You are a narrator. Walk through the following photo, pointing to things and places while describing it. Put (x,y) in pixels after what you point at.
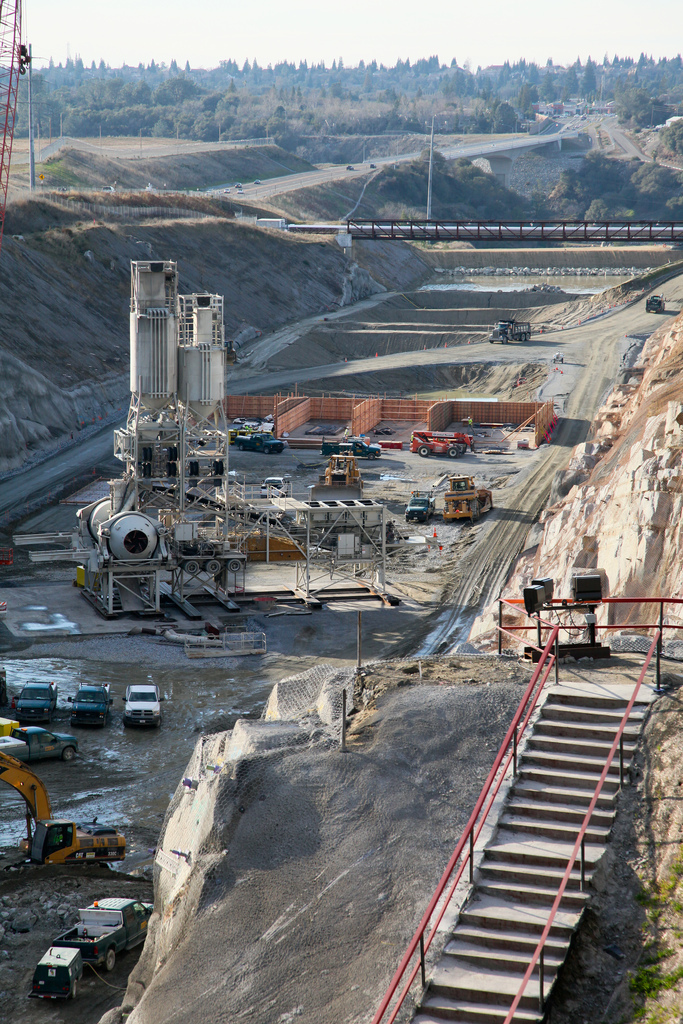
In the foreground (436,869) I can see a staircase (580,828), metal rods (469,849), fleets of vehicles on the road (448,536), machines (467,501), fence (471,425), mountains (603,526), grass (660,1021), bridge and sand (385,331). In the background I can see trees (611,166), light poles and the sky (152,55). This image is taken may be during a day.
